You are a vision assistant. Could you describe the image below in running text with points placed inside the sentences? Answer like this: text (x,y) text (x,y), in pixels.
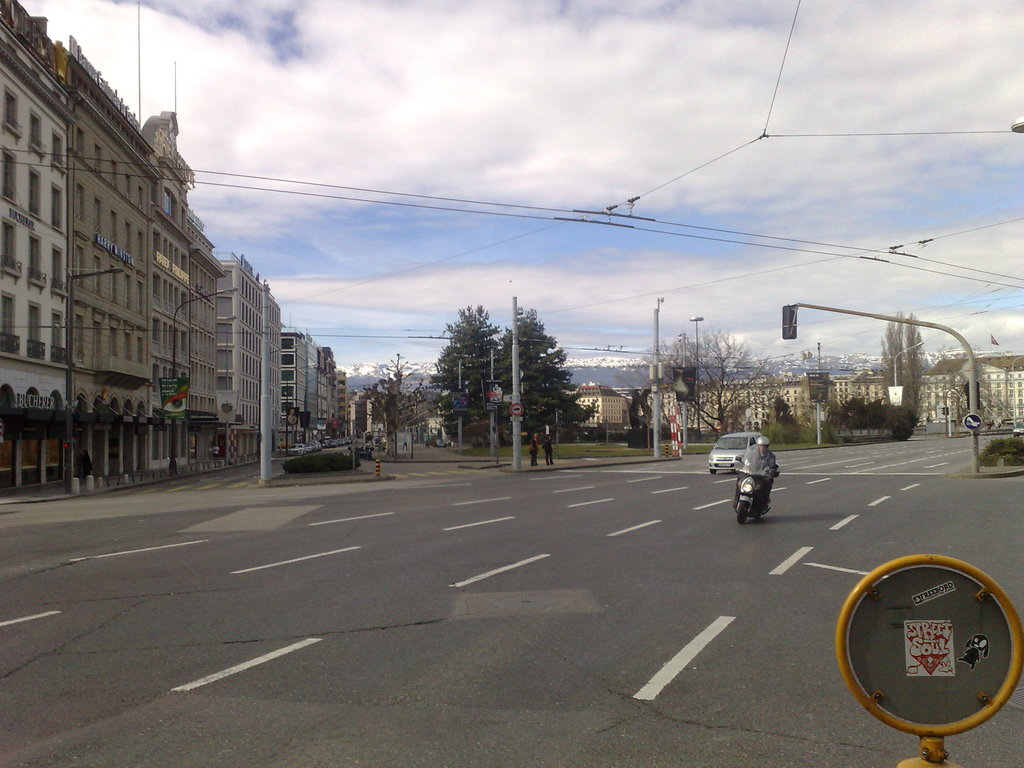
In the image there is a road (689,543), two vehicles (734,462) are moving on the road (218,759). There are few poles (264,427) beside the road (458,475) and there are plenty of buildings (330,376) around the road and there are few trees (531,407) in front of those buildings (113,339).
